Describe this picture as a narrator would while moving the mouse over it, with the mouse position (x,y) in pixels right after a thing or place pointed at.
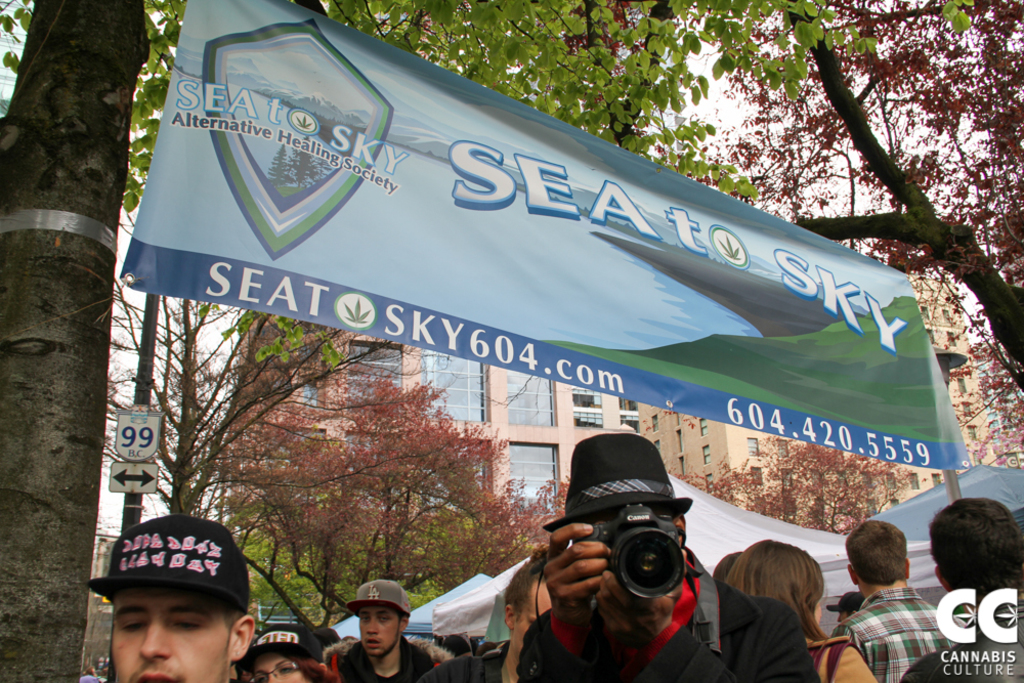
In this picture there is a man (617,609) who is holding a camera (628,580), beside him I can see many people (295,642). In the center (632,236) I can see the banner (519,269) which is placed on the trees (1010,361). In the background (978,361) I can see the tents (1000,486), trees (803,469), poles (142,385), sign boards (151,444) and buildings (525,413). In the top right (714,115) I can see the sky (724,127). In the bottom right corner (997,656) there is a watermark (974,642).
